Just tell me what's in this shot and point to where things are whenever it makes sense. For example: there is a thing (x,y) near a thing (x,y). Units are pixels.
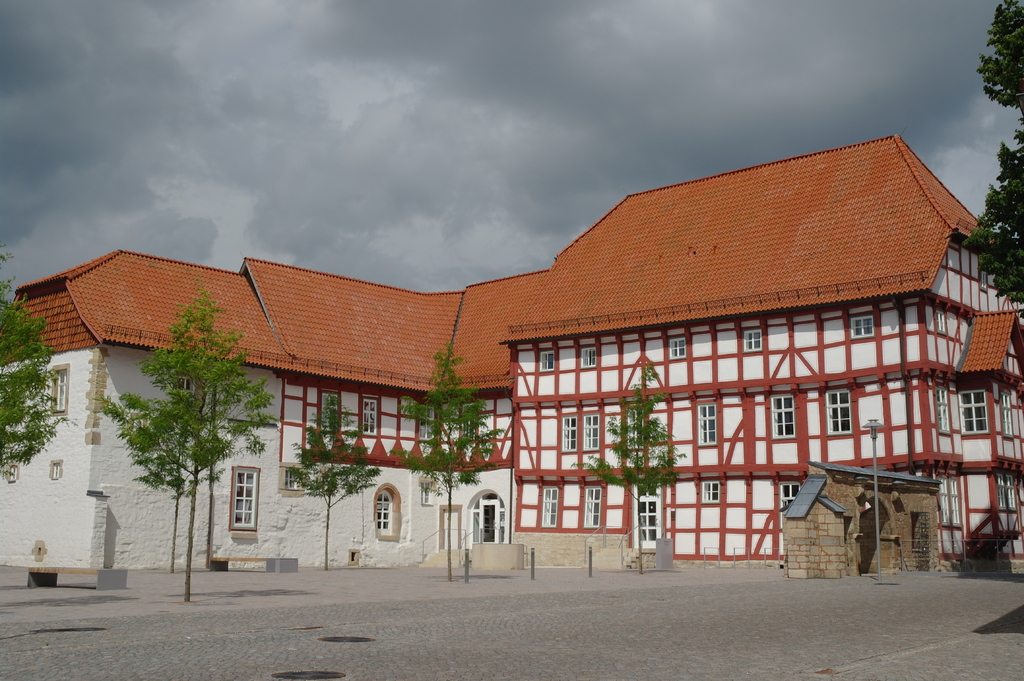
In this image there is a building (461,493) in front of that there are some trees (321,479) on the road (42,670).
